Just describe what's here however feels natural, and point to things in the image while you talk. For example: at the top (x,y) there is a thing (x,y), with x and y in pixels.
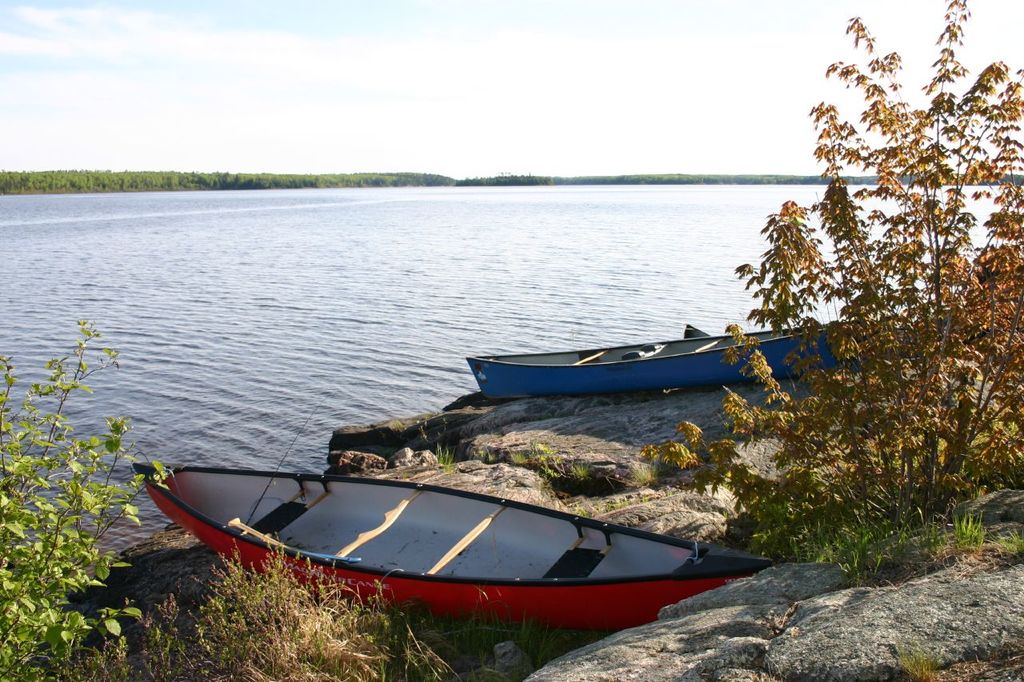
In this picture we can observe two boats (547,384) which were in blue and red colors, placed on the bank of this river (203,436). There are some plants (196,624) here. We can observe a river (669,293). In the background (144,183) there are trees (247,178) and a sky (344,39).
